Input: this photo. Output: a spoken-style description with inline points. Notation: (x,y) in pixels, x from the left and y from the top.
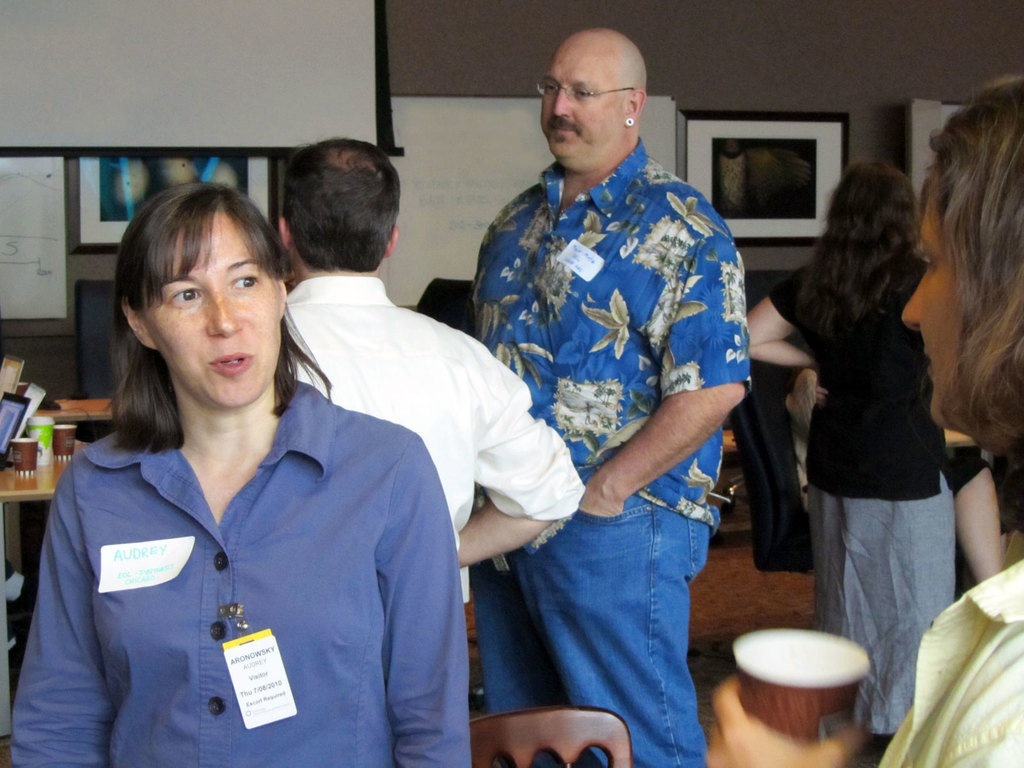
On the left side of the image (192,602) we can see a lady (192,654) is wearing blue color dress (130,700) and a table (21,481) on which laptop (22,398) and two glass (27,468) are there. In the middle of the image (374,329) we can see two persons (414,322) are standing. On the right side of the image (906,367) we can see two ladies (900,447) and one lady (959,688) is holding a glass (784,729) in her hand (780,734) and a photo frame (803,225) is there.
